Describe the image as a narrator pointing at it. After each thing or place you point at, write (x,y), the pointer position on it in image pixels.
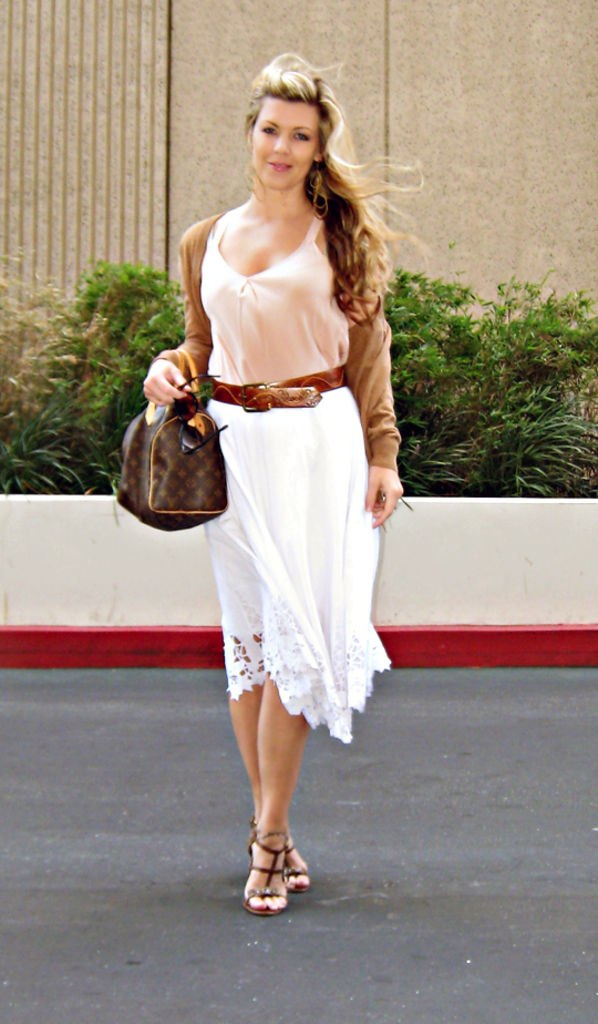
In this image there is a woman (268,519) standing and holding a bag (158,483). At the back side of this woman (202,328) there is plants (431,381) and there is a wall (230,46) behind the plants (418,288).
